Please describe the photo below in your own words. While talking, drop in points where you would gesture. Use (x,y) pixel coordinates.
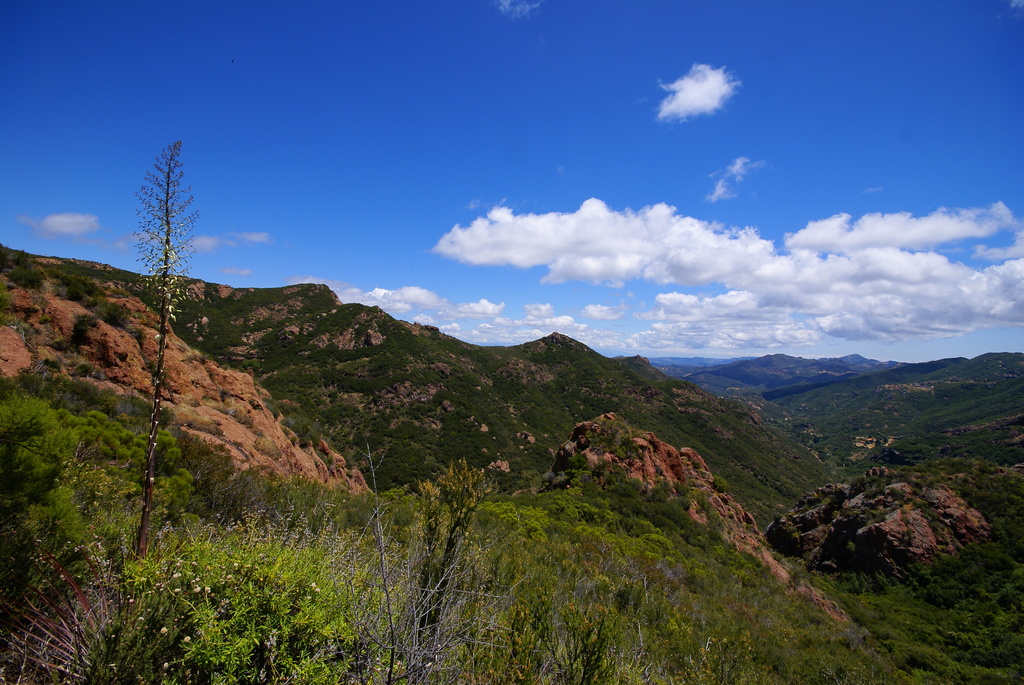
This is an outside view. Here I can see many plants (391,572), trees (607,519) and hills (460,386). At the top of the image (604,107) I can see the sky (361,112) and clouds (768,241).
